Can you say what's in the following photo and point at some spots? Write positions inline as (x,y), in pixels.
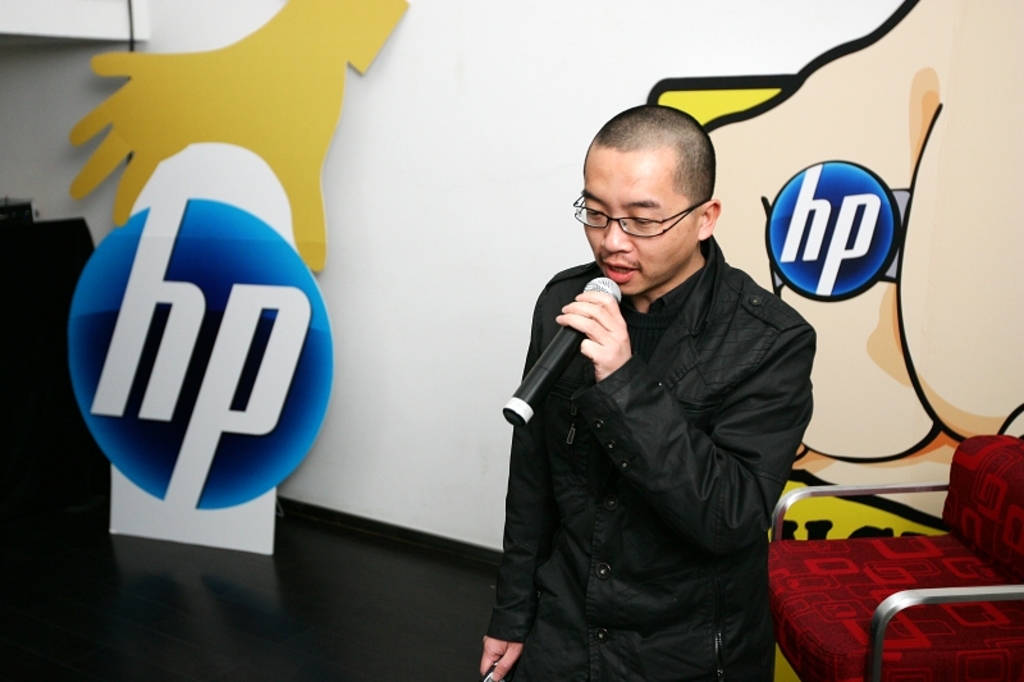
In this image, we can see a person (681,515) is holding a microphone (536,372) and talking. On the right side (968,574), we can see a chair (834,578). At the bottom (441,657), there is a floor (423,649). Background (488,376) we can see wall (507,334) and few objects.
